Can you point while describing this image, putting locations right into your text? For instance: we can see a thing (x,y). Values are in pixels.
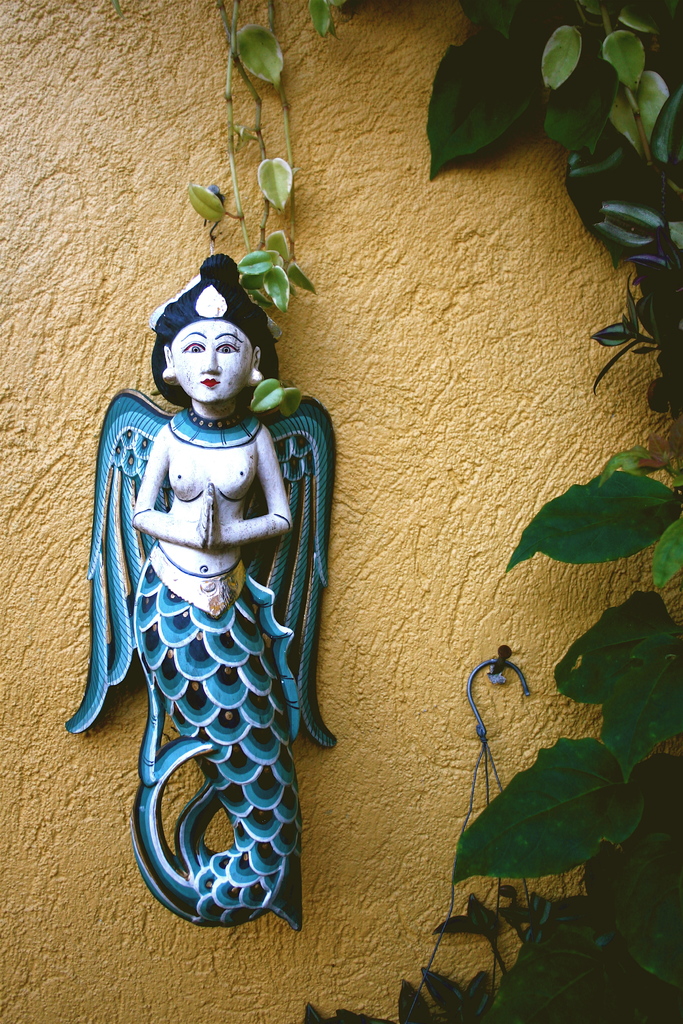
In this image I can see a sculpture (212,495) attached to the wall (20,400) and I can see leaves (599,815) visible on the right side (596,824) and I can see a hook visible attached to the wall (419,740) in the middle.
